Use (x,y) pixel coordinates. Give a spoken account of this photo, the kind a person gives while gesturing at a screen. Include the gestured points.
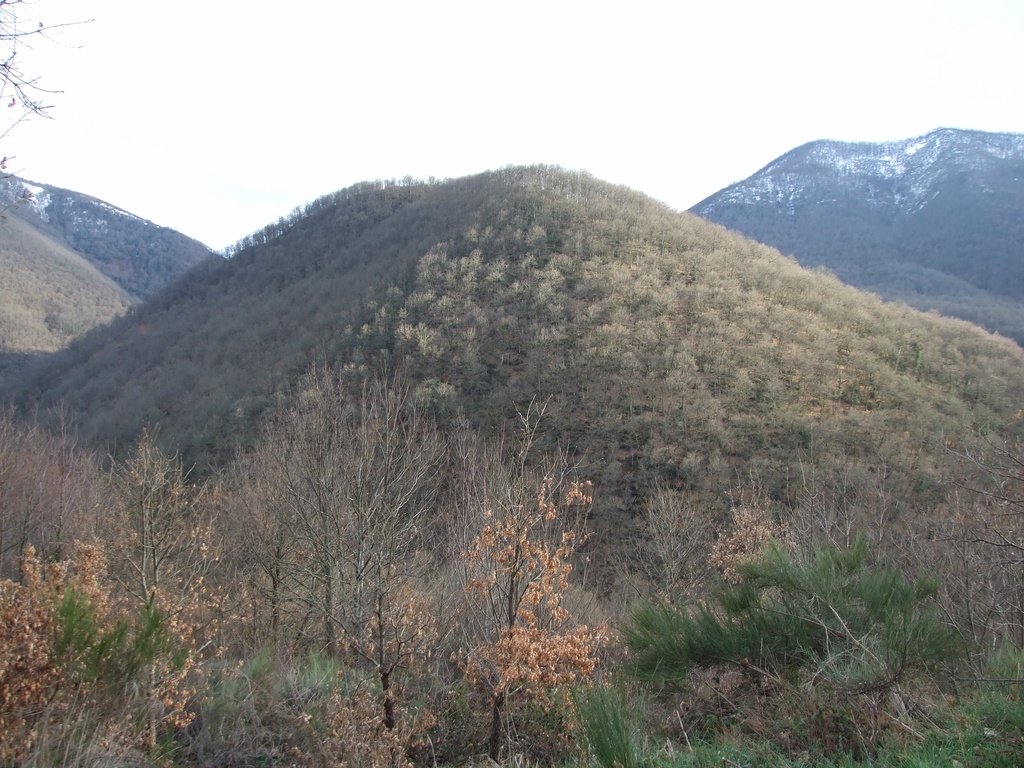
At the bottom of the image (375,631) there are trees (523,630). And also there are hills (135,287) in the background (332,296). At the top of the image (173,91) there is a sky (600,57).
